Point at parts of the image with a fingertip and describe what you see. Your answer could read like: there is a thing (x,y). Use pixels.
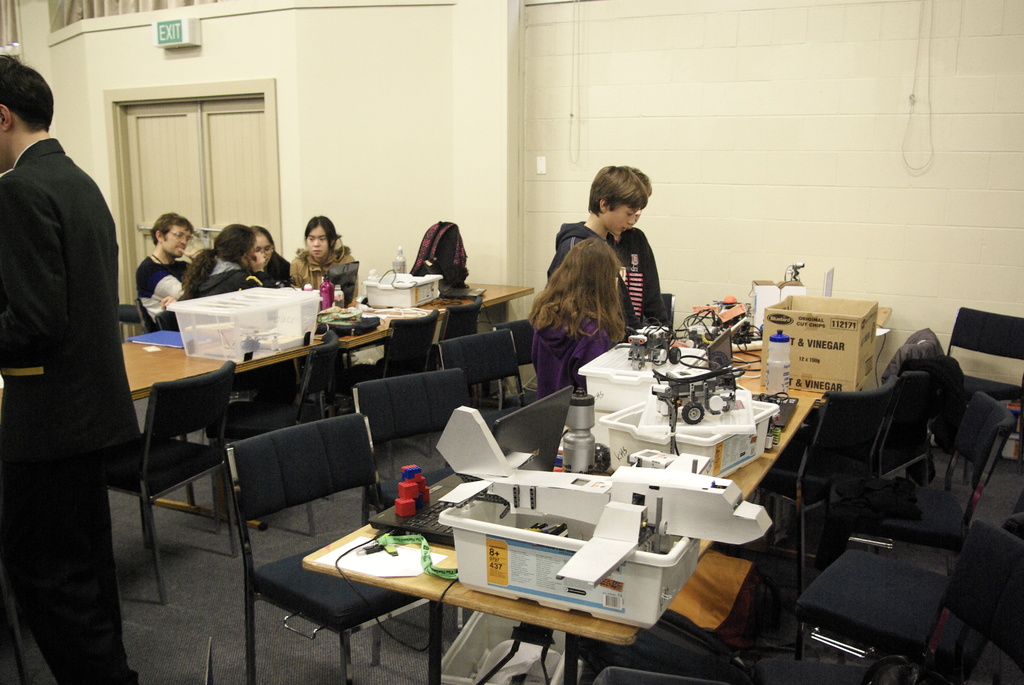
In this image there are group of people (312,275) some are sitting and some are standing. There are some machines (671,533), bottle (778,362), cardboard (808,337) on the table (750,467). There are some chairs (510,368) in the image. At the background (378,167) there is a wall (315,146). a door (220,143) and a exit board (184,34).
